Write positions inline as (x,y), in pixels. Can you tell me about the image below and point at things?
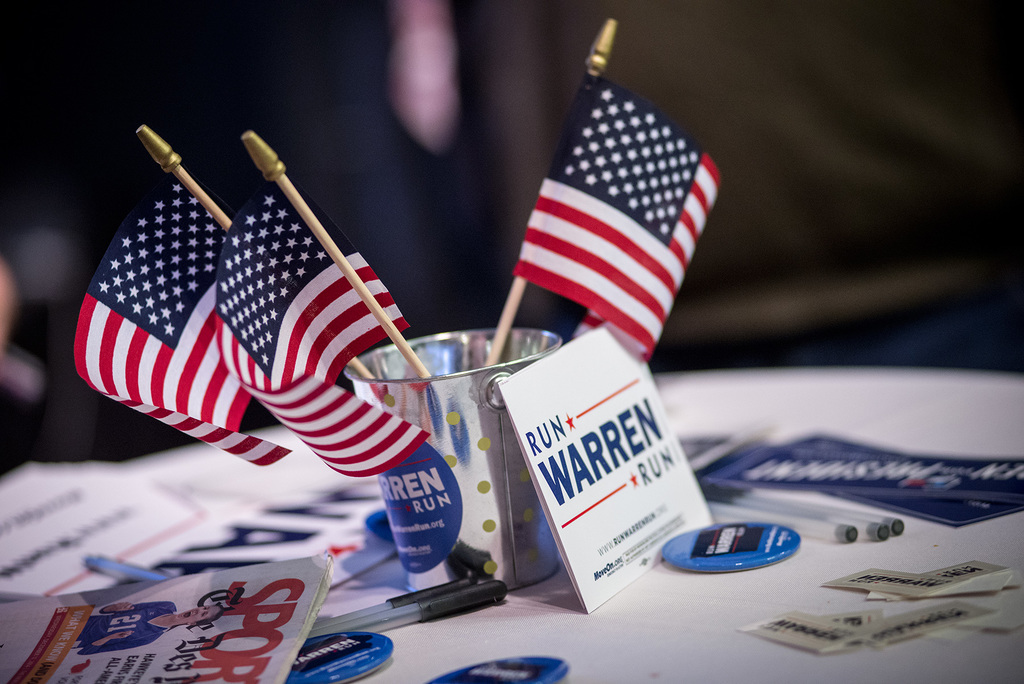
In this image, we can see a cup (511,538), in that cup (491,426) there are three small US flags (230,320) kept, there are some pens (822,527) and there are some papers (195,589) on the white color table (812,542).
